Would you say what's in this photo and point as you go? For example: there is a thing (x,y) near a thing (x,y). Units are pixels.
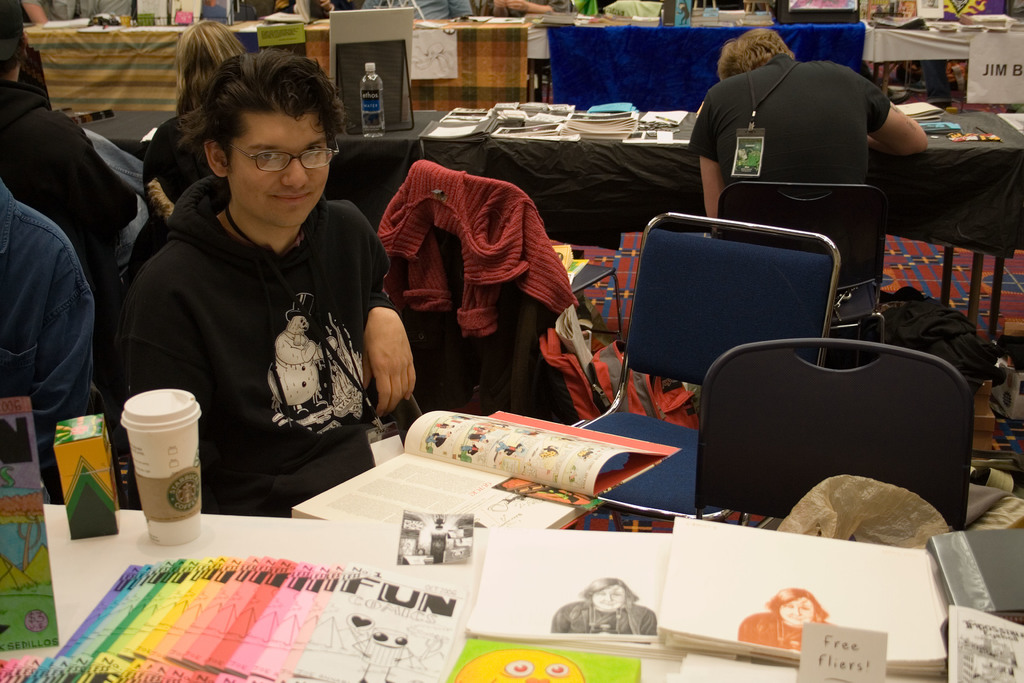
In this image we can see people (771,58) sitting. There are tables (651,93) and we can see books (477,118), bottle (361,119), papers (481,584), glass (154,500), carton (100,495), boards (9,539) and some objects (982,141) placed on the tables (991,123). There are clothes (962,366) and we can see chairs (649,281).
